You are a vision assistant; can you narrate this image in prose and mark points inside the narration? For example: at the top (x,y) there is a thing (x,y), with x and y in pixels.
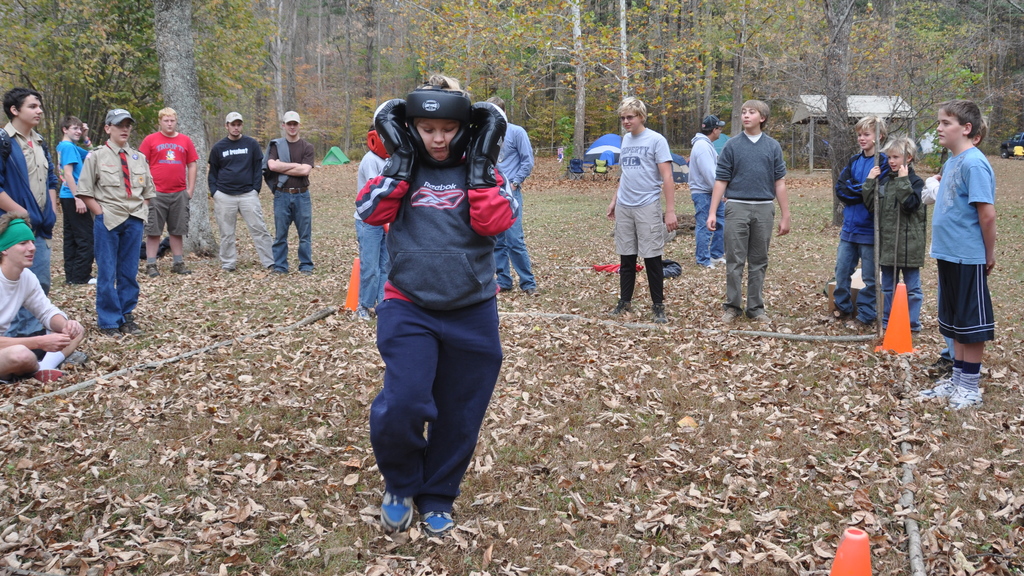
In this image we can see the people (476,137) standing. We can also see the trees (970,19) and also the roof (870,105) and the tent (591,157) for shelter. We can see the safety cones (846,543), grass (638,496) and also the dried leaves (839,415).
